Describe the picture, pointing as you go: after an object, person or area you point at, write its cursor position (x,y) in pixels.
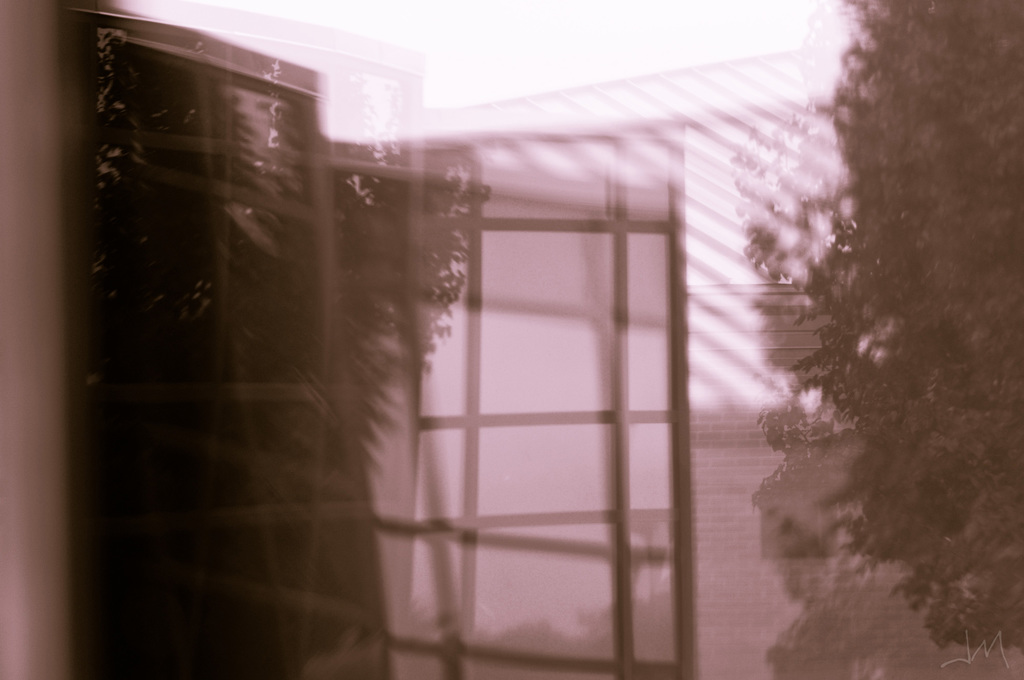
This image is a black and white image. This image is a little blurred. On the right side of the image (914,390) there is a tree (911,438). In the middle of the image (561,411) there is a wall (738,559). On the left side of the image (231,344) there is another tree (343,287).
